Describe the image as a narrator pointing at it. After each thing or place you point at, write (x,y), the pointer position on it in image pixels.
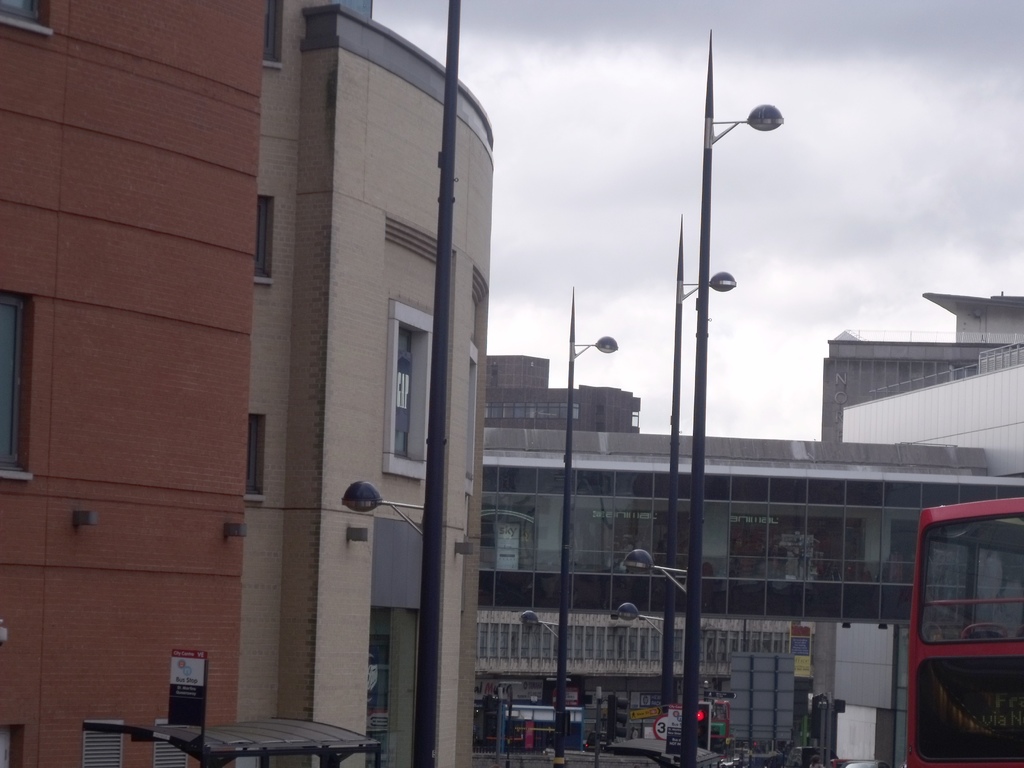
We can see lights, boards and traffic signals (707,737) on poles (670,604). We can see vehicle (987,639) and buildings (870,712). On the left side of the image (183,714) we can see board (200,722) on the shed (237,735). In the background (824,249) we can see sky (854,178) with clouds (837,190).
